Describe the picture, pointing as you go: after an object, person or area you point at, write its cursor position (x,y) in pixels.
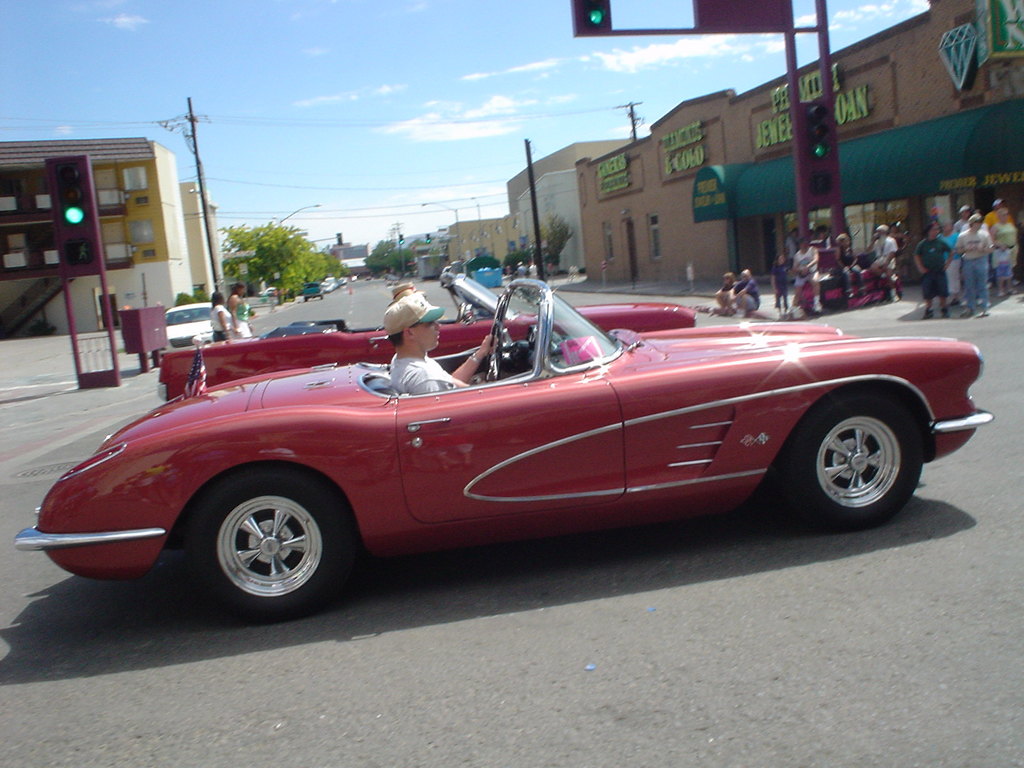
In front of the image there are two people (395,360) driving cars (764,354) on the roads (406,280), on the either side of the roads (424,281) there are a few pedestrians (245,312) walking on the pavement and there are electric poles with cables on it, trees (243,248), lamp posts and buildings (473,245), on the roads (326,305) there are some vehicles (347,281), beside the road (337,296) there are trash bins (480,281), at the top of the image (514,70) there are clouds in the sky (508,135), on the buildings (537,182) there are name boards (609,180).
